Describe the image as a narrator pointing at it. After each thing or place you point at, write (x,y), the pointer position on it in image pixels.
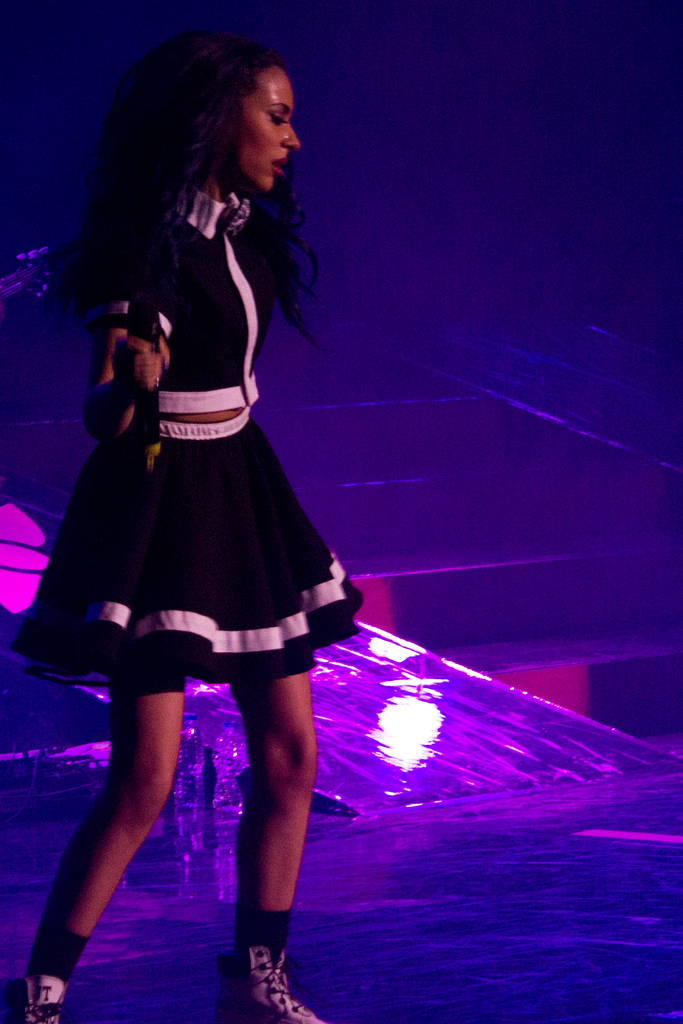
In this image I can see a beautiful woman (270,497) is holding the microphone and dancing, she wore black color dress (225,452).
